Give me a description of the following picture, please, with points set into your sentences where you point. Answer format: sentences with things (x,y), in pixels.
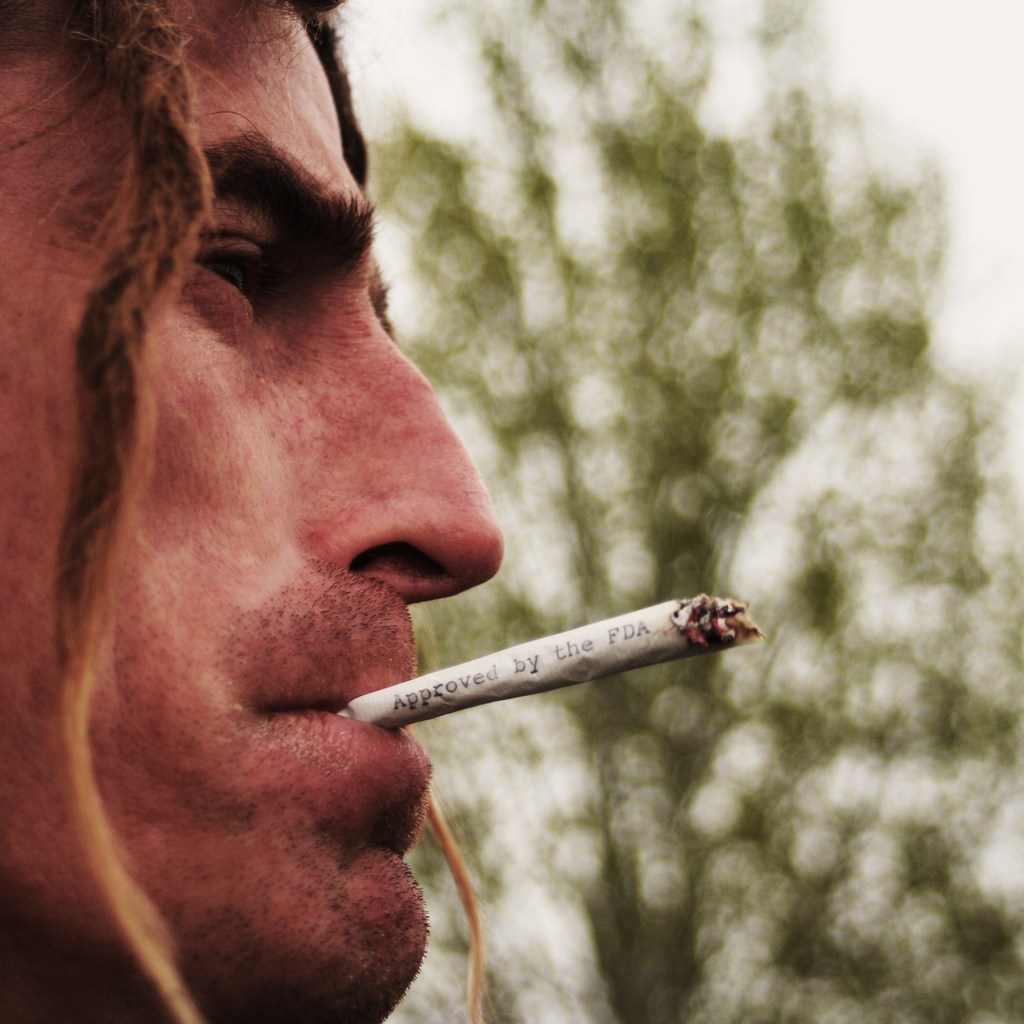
This is a zoomed in picture. In the foreground (258,39) there is a person (217,489) holding a cigarette (366,707) in his mouth (339,737). In the background (839,53) we can see the sky (866,52) and a tree (869,327).
